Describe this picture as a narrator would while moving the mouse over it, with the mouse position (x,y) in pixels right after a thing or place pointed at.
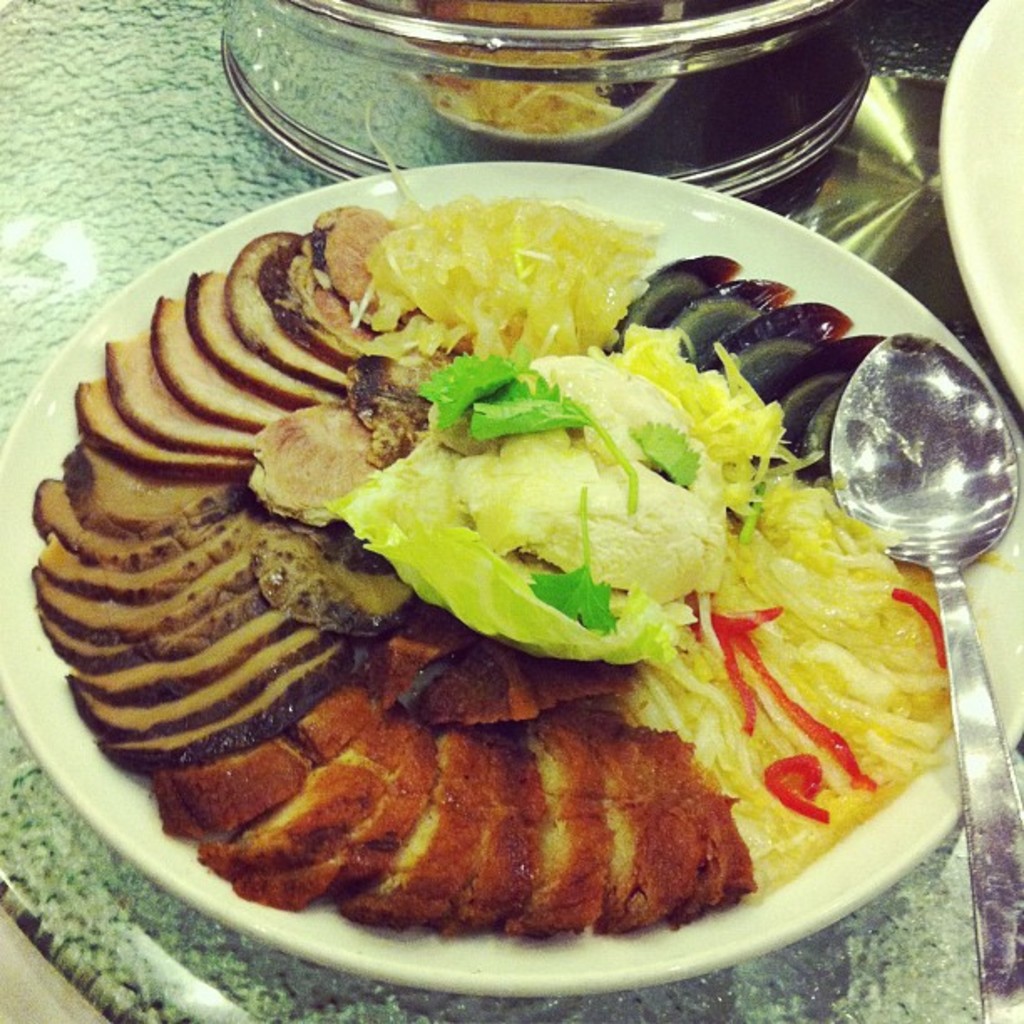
It is a zoomed in picture of food items (348,492) present in a white plate (879,851). We can also see a spoon (912,520) and also a steel vessel (585,81) on the surface (95,164).
